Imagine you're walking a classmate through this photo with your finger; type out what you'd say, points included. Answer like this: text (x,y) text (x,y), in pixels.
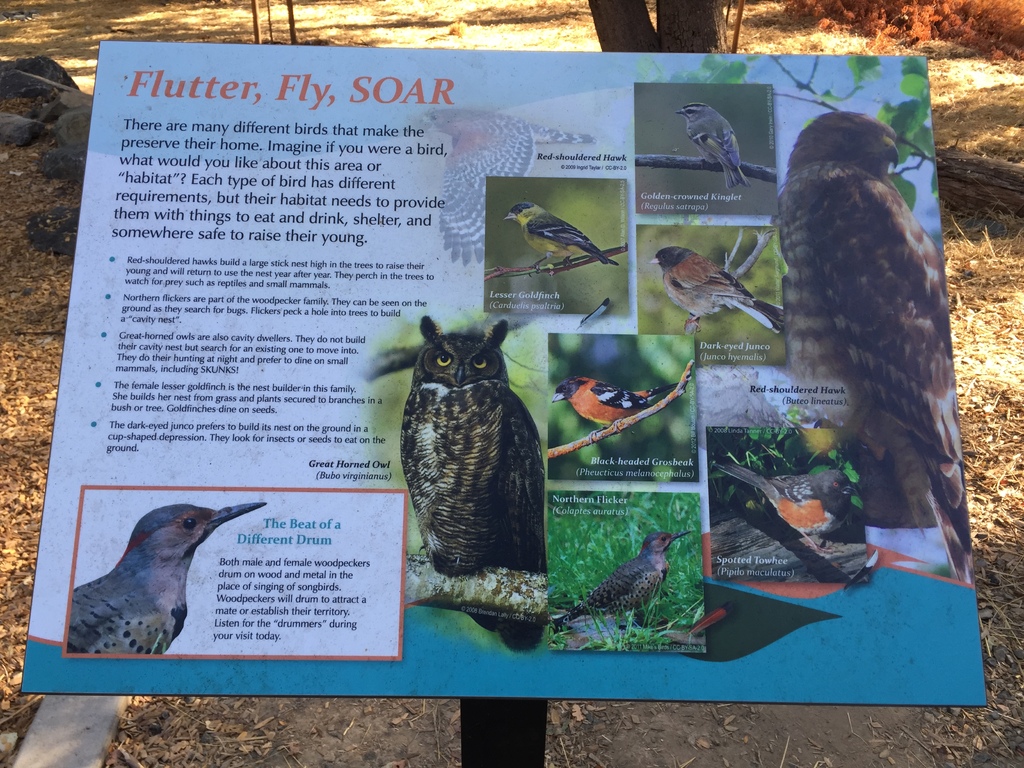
This picture is clicked outside. In the center (661,439) we can see the text (283,138) and pictures of birds (556,523) on the poster (373,561). In the background (708,709) we can see the grass (978,126), rocks (30,115) and some other items (941,12).
